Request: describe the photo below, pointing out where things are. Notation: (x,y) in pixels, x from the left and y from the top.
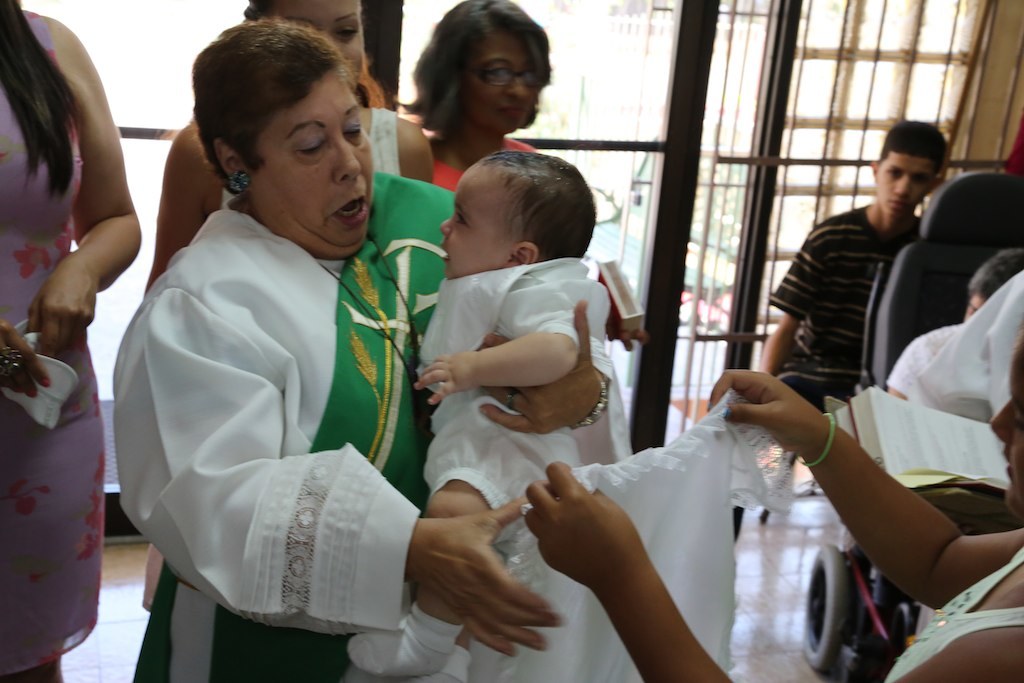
This picture describes about group of people (575,395), on the right side of the image (936,334) we can see a person (913,391) is sitting in the wheel chair (929,280) and we can find few metal rods (834,161).
